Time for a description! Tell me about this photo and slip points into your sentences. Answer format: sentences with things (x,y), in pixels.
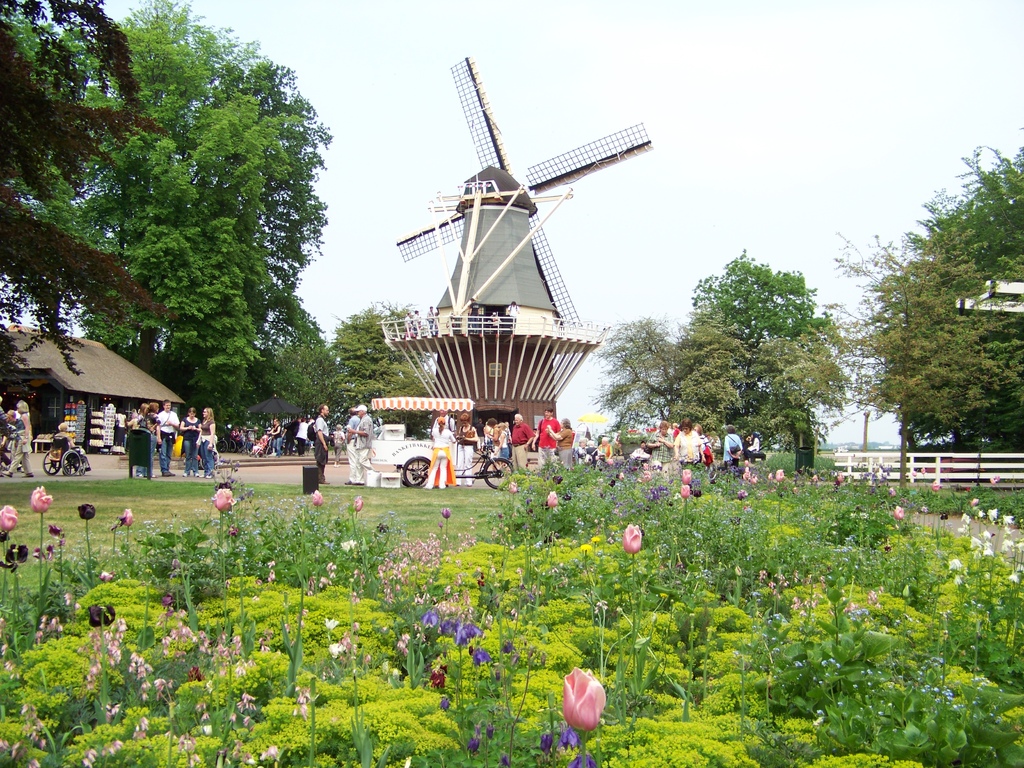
In this image at the bottom (603,590) there are some plants (370,567) and flowers (239,546), and in the center (436,428) there are a group of people (450,434) and also there are some vehicles (484,471). On the right side (893,471) there is a fence (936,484), and on the left side (118,414) there are some stores (138,397) and in the center (499,417) there is a fan (531,229) and tower (482,340). And at the top (409,127) there is sky (504,3).
